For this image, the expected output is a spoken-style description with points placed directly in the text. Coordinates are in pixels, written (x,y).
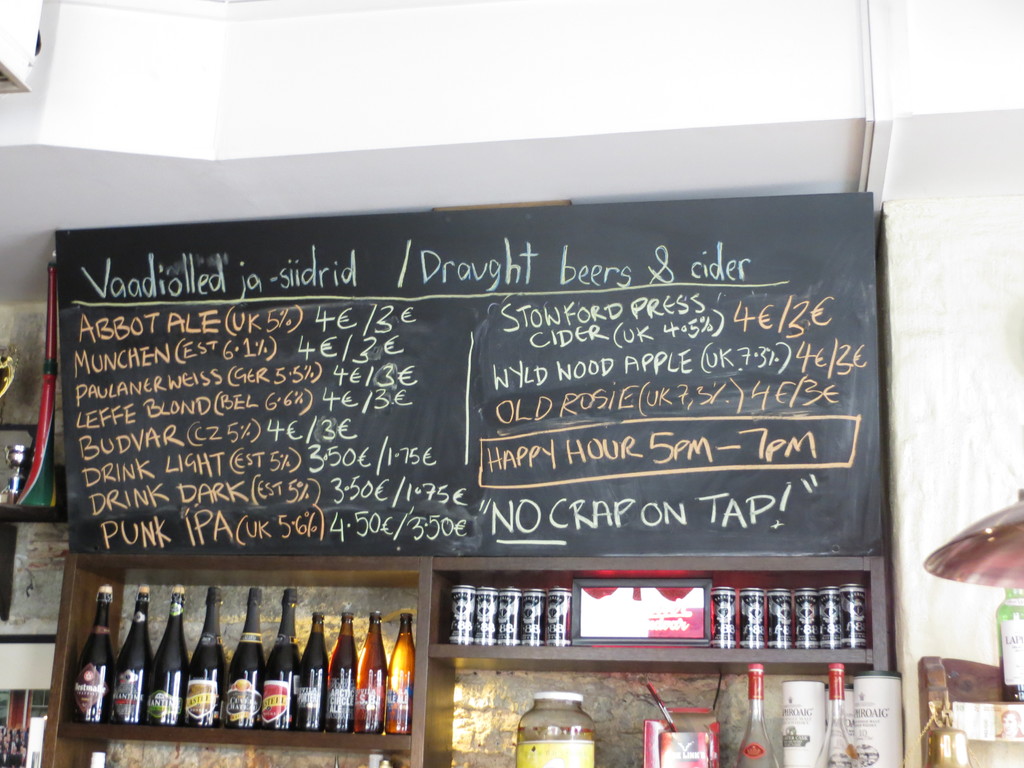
In this picture I can see the racks (205,583) in front (633,660), on which there are number of bottles (370,671), cans (564,612) and other things (643,602). In the center of this picture (600,317) I can see the black board (574,309) on which there is something written. On the top of this picture (294,85) I can see the white wall (812,104).
